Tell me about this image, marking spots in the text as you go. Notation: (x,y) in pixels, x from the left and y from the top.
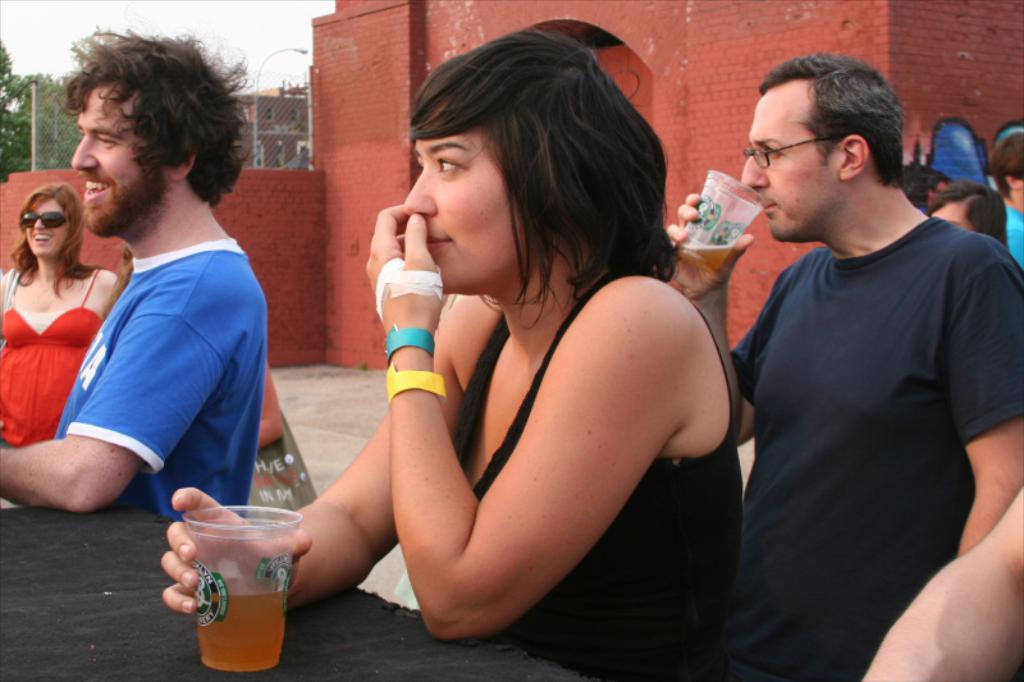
In this image, we can see people (944,471). Here a woman (504,436) and man (768,330) are holding glasses (228,615) with liquid (250,655). Background (344,346) we can see walls (364,283), mesh (295,153), poles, building (289,140), street light (305,50), trees (28,165) and sky (295,33). On the left side of the image (93,314), we can see people (101,321) are smiling.
